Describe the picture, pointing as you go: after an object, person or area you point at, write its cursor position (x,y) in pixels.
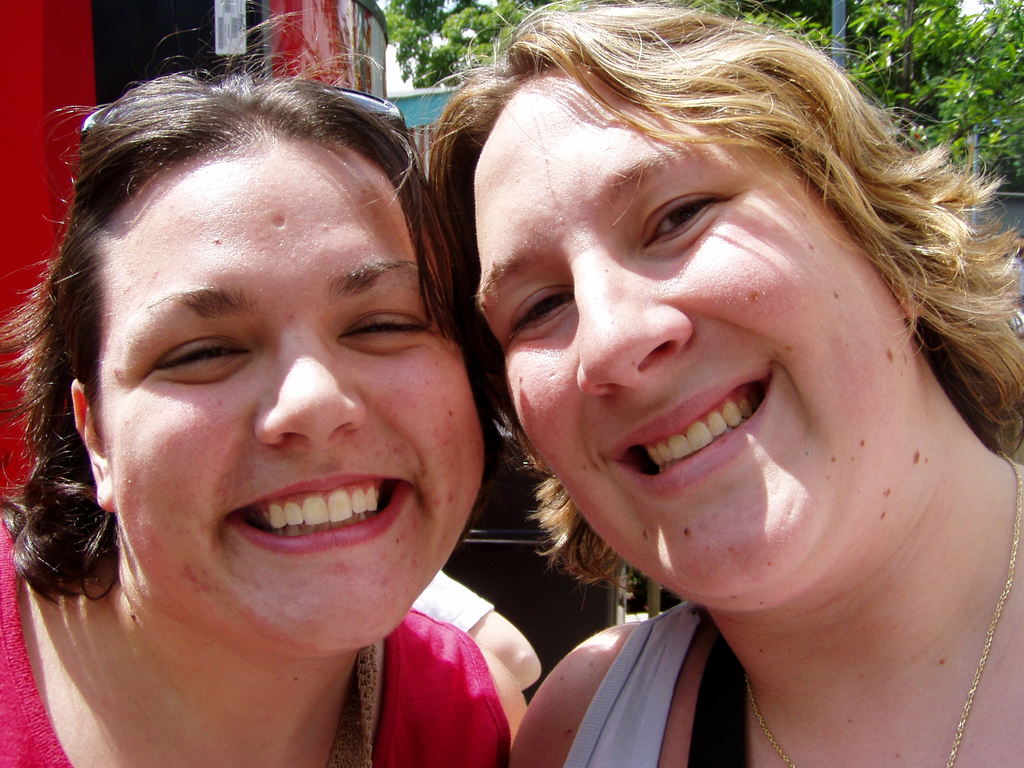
In this image I can see two woman (635,444) and they are smiling at the top (503,45) I can see trees (928,16).
